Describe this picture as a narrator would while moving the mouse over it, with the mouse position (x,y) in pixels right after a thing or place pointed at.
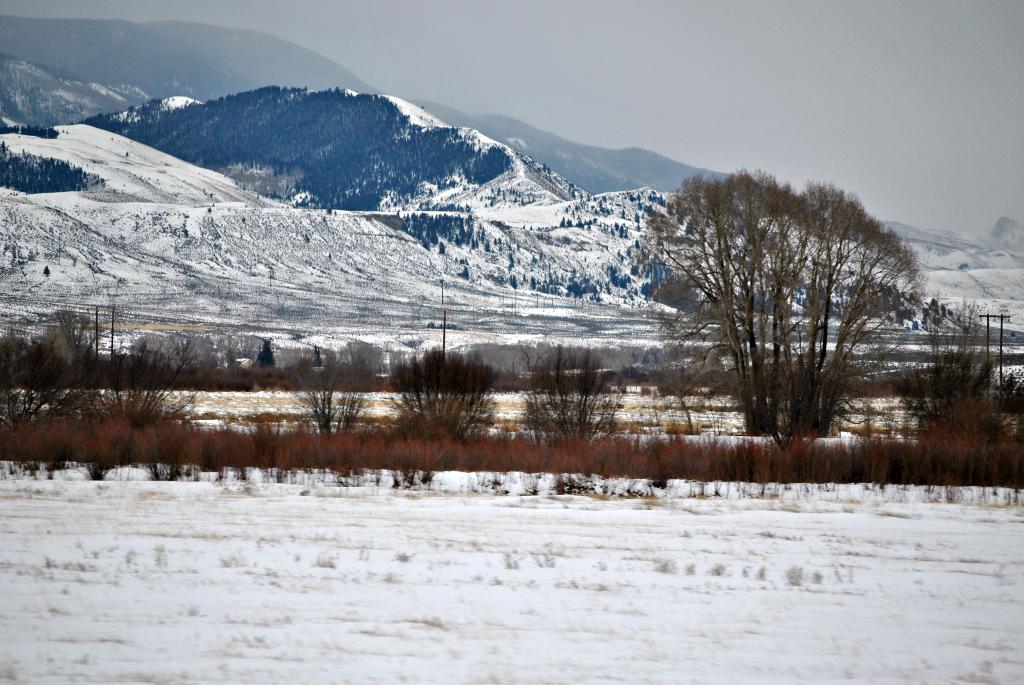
In this image, there are a few hills (992,288), trees (726,325). We can see the ground (349,577) covered with snow (944,492). We can see some plants (77,398), poles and the sky (717,98).
